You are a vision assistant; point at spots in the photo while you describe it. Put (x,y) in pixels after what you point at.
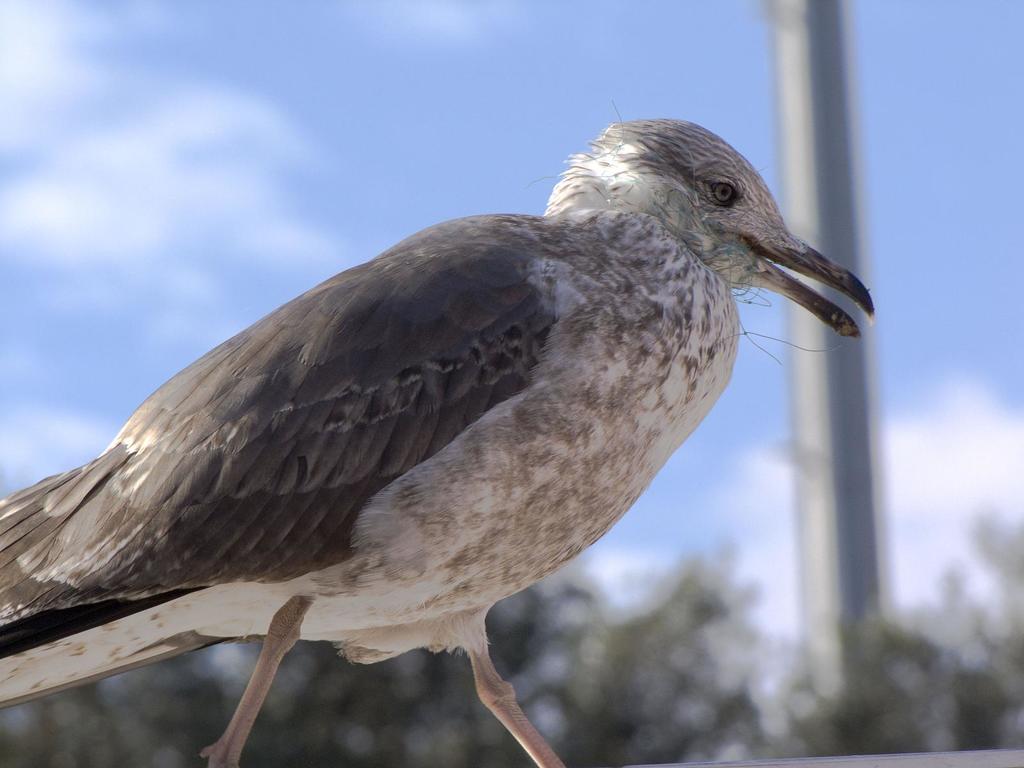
In this image I can see there is a bird (251,605) and in the background (838,502) there is a pole (819,192) and there are few trees (747,657) in the background (255,657) and the sky (66,218) is clear.
